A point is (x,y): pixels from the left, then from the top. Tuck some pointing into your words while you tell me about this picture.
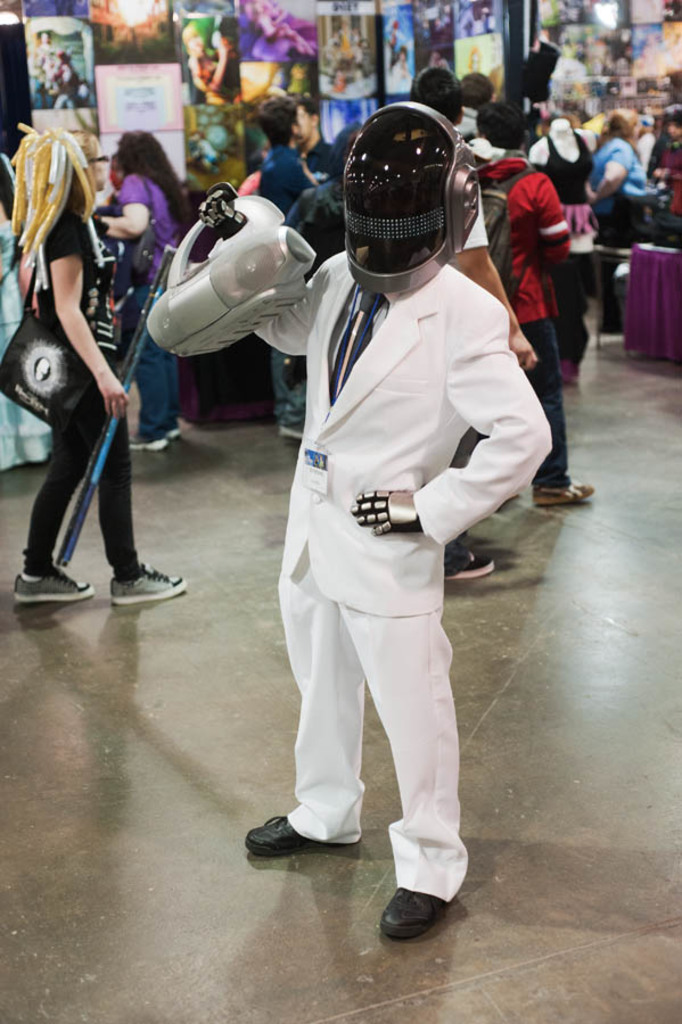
There is one person (382,499) standing and wearing a white color blazer (422,448) and holding an object (286,289) in the middle of this image (366,459), and there are some other persons (167,191) in the background (54,267). We can see there are some posters (216,69) attached on the wall (282,42) at the top of this image (442,25).
